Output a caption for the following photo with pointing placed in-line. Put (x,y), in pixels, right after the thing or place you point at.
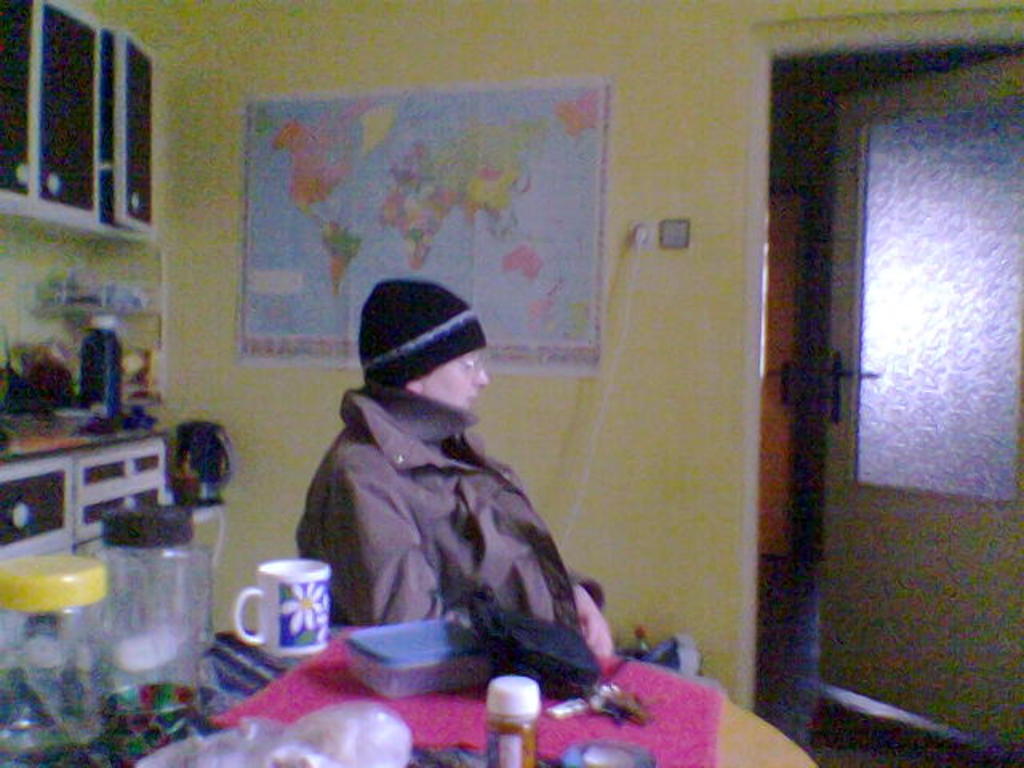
We can see a person (429,456) and there is a cap (397,351) on the head (426,284). At the bottom (281,630) there are jars (95,663), cup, cloth (343,661), box (403,633) and other objects (371,754) on a table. In the background (290,200) there is a map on the wall (542,449), cupboards (156,496), objects (211,466) on a table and on the right side (933,467) there is a door (836,672) and floor (882,718).
